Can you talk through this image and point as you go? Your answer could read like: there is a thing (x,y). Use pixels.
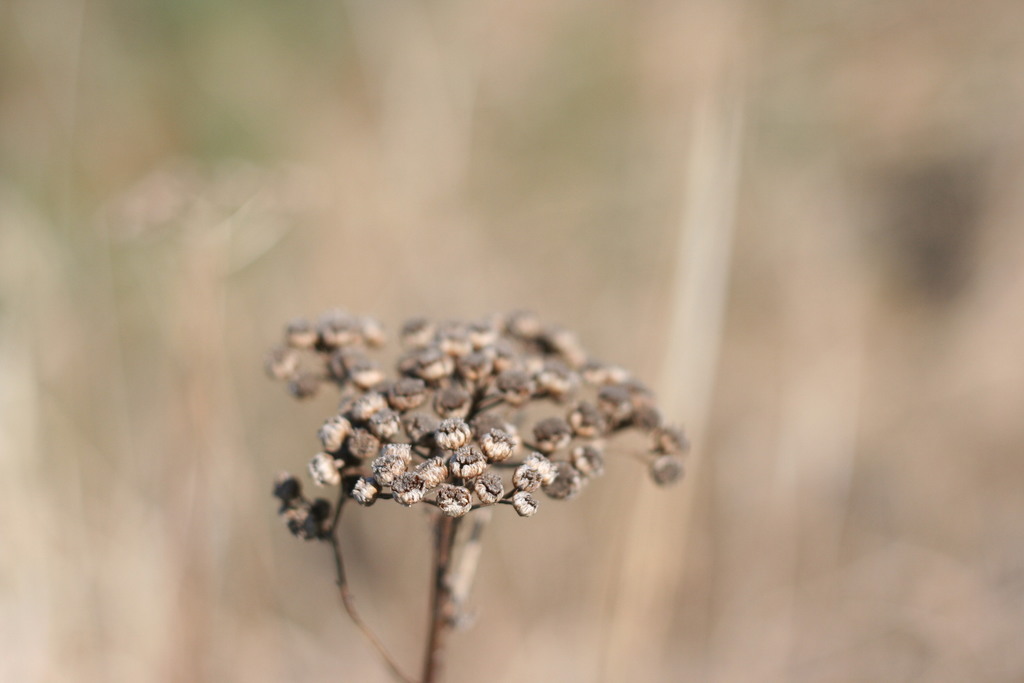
In this image we can see a plant (388,429). The background of the image (605,14) is blurred.
